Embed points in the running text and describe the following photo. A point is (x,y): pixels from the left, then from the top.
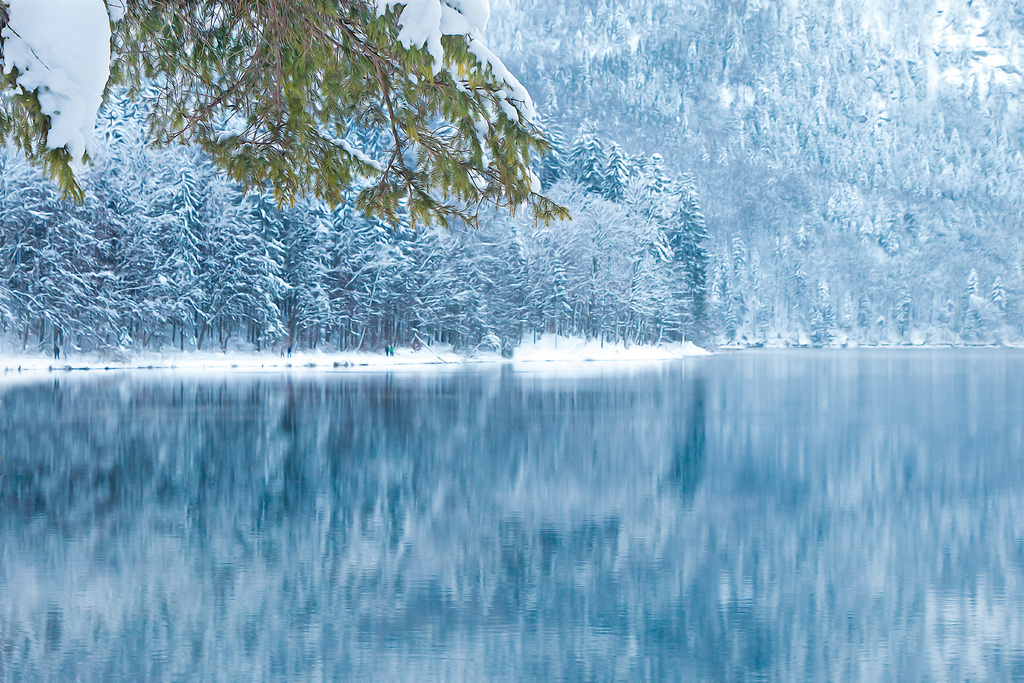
In this image we can see trees (398,206) covered with snow (433,58). At the bottom (223,505) there is water (558,429).
